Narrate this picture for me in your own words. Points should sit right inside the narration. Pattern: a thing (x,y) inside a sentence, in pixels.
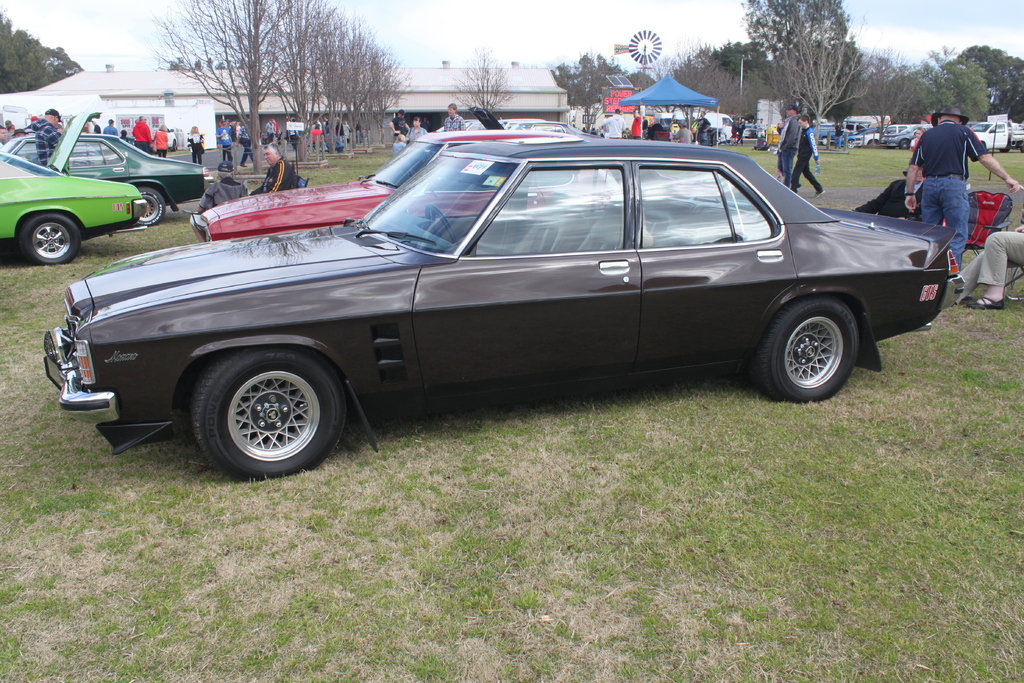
In this picture I can see few cars (92,220) and few people (609,118) walking and few (223,135) are standing and few (1016,238) are seated on the chairs (1013,271) and I can see a tent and few people (704,125) seated under it and I can see trees (301,64), building (519,99) and a cloudy sky (901,33) and I can see grass (548,561) on the ground (540,504) and looks like a windmill (660,48) the back.
